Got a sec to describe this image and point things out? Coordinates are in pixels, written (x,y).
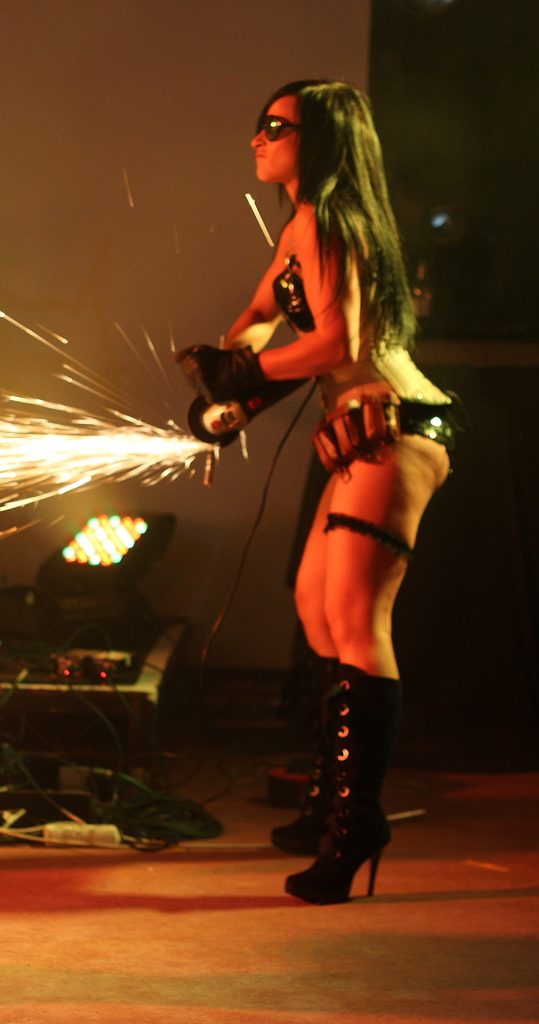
In this image I can see a woman (398,446) is standing on the floor (288,818) and holding an object (270,382) in her hand (216,362). In the background (195,154) I can see the wall (167,126) and a light (109,528).
